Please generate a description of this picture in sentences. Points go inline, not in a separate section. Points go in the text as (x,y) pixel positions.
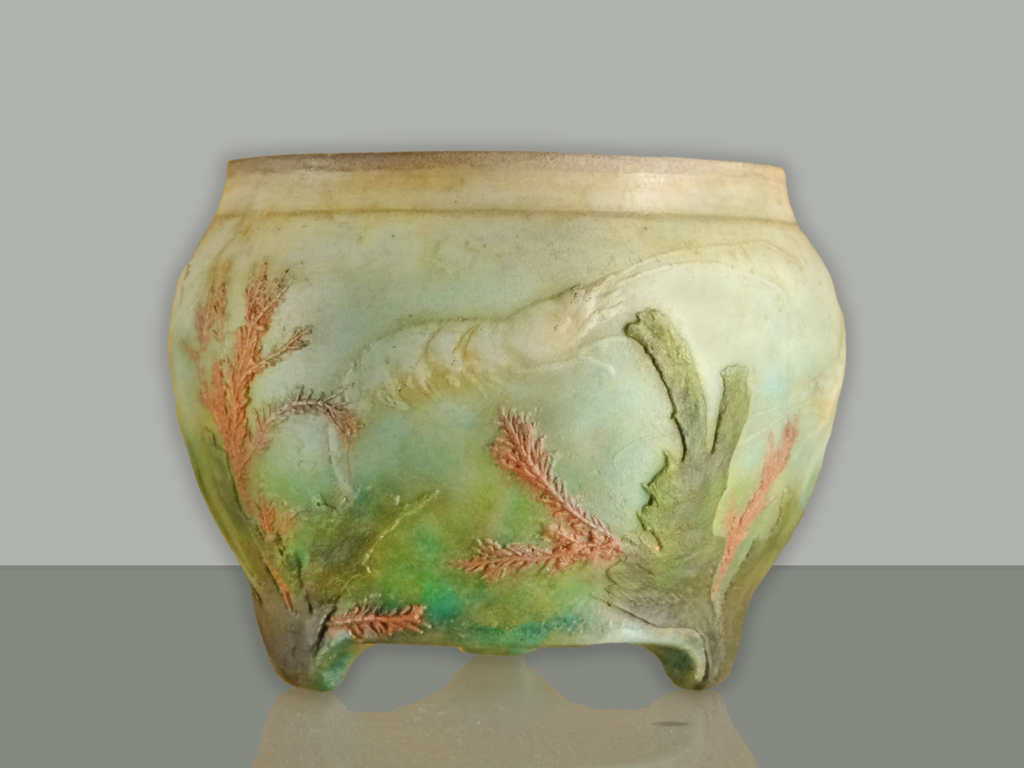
In this image there is an object (595,428) which is green and pink in colour.
